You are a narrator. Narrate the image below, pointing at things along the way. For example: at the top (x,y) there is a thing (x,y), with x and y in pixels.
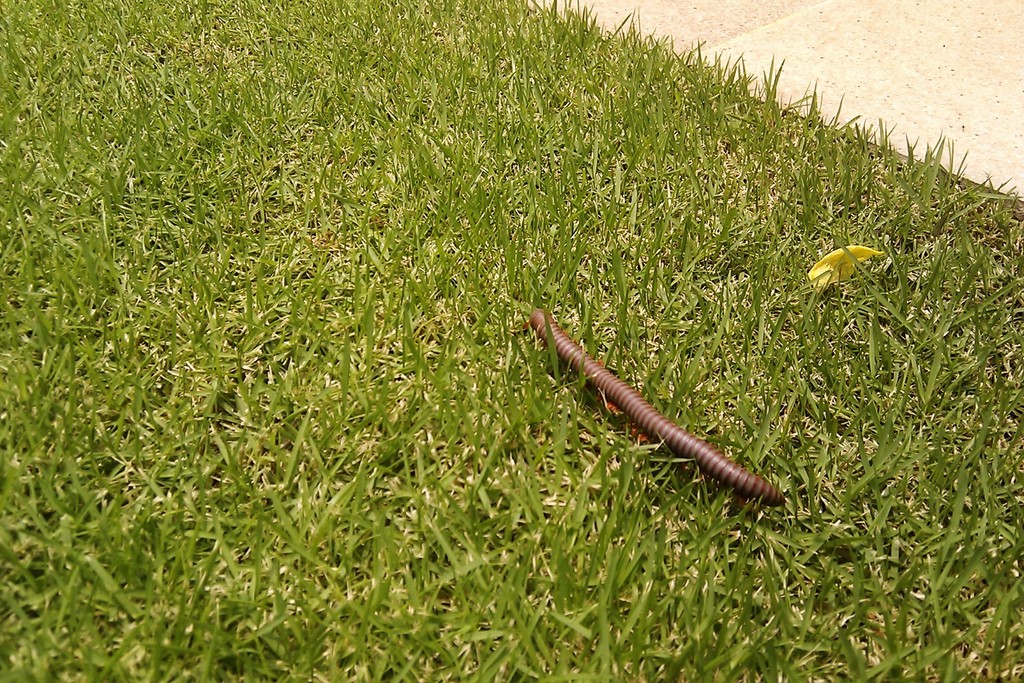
In this image, this looks like a millipedes insect (536,315). This is the grass (342,392). I think this is the pathway (906,69).
